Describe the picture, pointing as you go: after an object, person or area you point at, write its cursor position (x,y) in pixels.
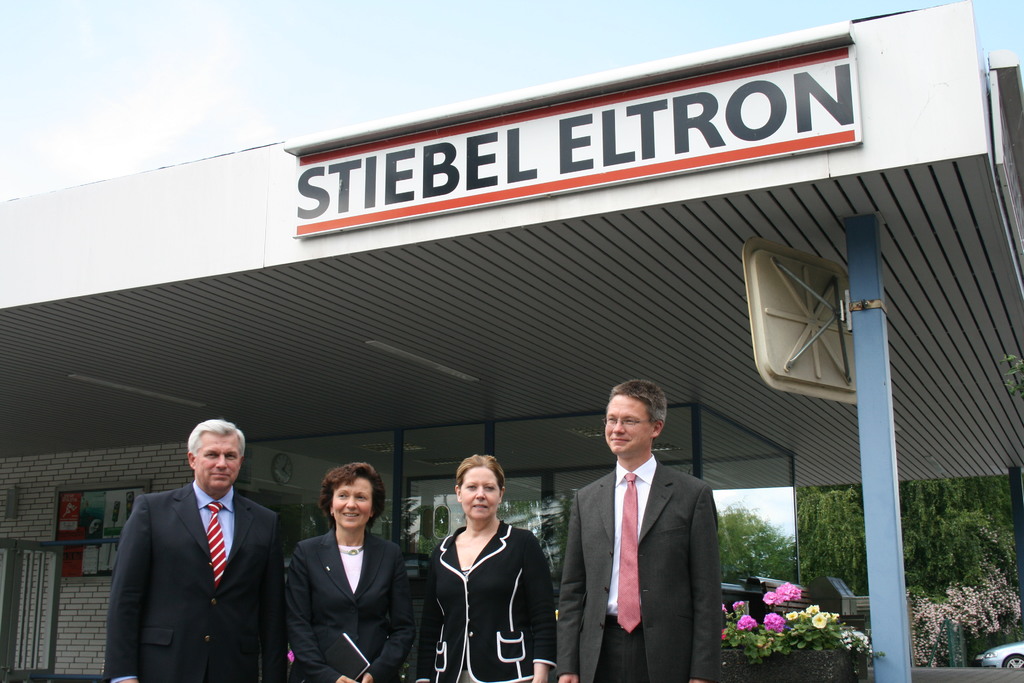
At the bottom of the image (723,607) we can see a pot (752,682), plants (821,648), flowers (771,599), floor (962,673), car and four people (460,568) are standing and smiling. In the background of the image (968,259) we can see the wall (28,499), boards (82,570), pole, shed (483,278), roof (617,280), text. At the top of the image (271,33) we can see the clouds (259,44) are present in the sky (447,29). On the right side of the image (971,575) we can see the trees (800,567) and flowers (1006,599).
